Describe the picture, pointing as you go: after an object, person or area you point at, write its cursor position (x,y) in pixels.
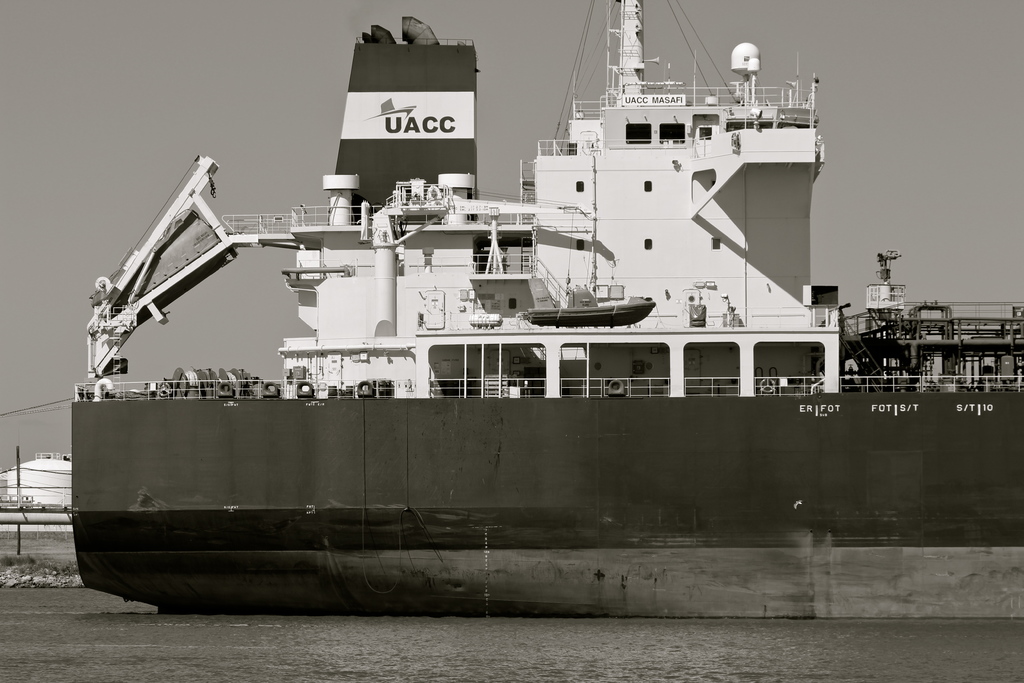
In the picture we can see the ship (915,600) with railing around it and tire tubes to it and on the ship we can see some white color constructions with railings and steps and behind the ship (560,390) we can see the sky (121,238).
